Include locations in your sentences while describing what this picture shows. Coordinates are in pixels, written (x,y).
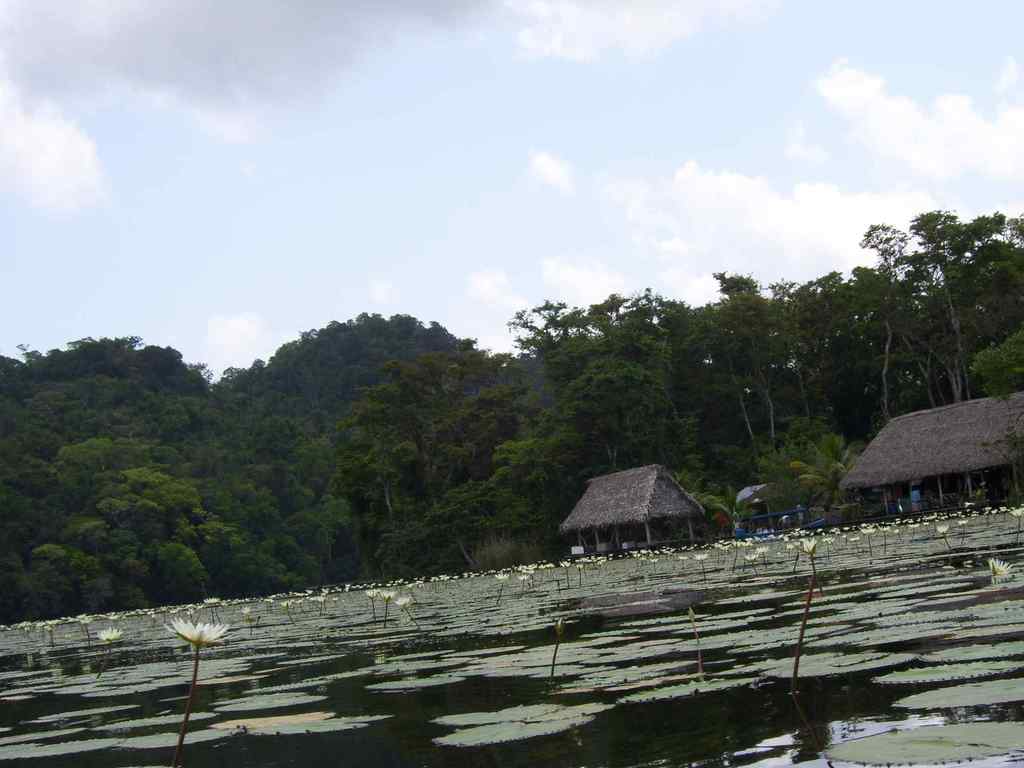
At the bottom of this image (631,697) there is a sea (748,712) in which I can see some lily flowers (216,603) and leaves (517,663) on the water (480,709). In the background (853,469) there are two huts (685,503) and some trees (688,394). On the top of the image (664,104) I can see the sky (602,150) and clouds (641,230).
